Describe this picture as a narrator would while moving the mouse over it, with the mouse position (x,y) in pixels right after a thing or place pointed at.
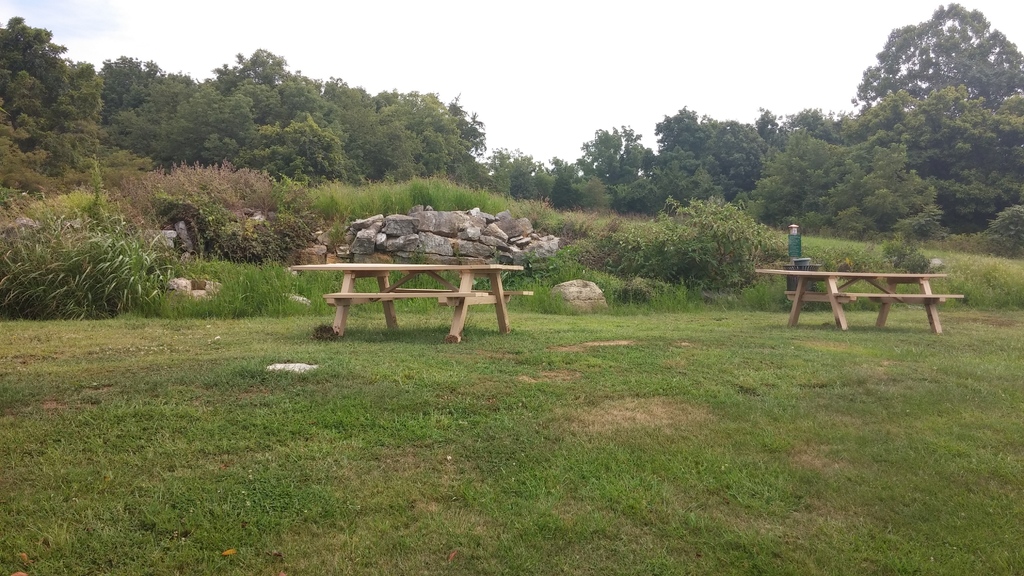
In this image we can see benches (466,307) on the grass (579,369). In the background (578,252) we can see stones (425,221), trees (804,226), plants (627,229), grass (89,252) and sky (567,66). At the bottom of the image (450,502) there is grass (356,513).
